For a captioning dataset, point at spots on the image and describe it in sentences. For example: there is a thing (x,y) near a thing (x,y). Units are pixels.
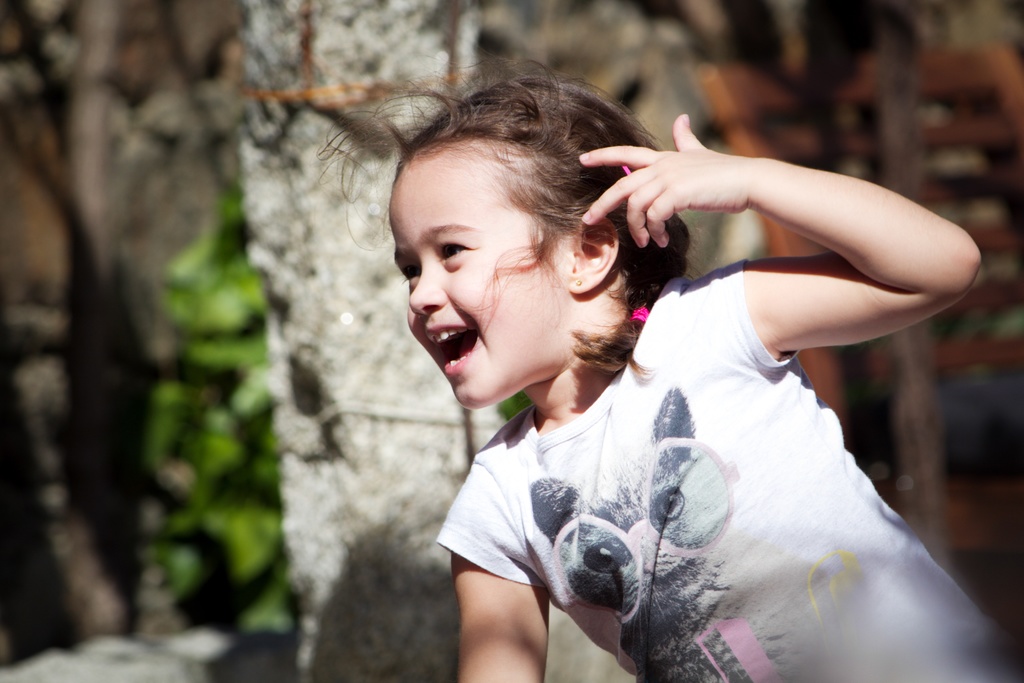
In this picture we can see a girl (551,332), she is smiling, in the background (211,341) we can see few trees (229,419).
